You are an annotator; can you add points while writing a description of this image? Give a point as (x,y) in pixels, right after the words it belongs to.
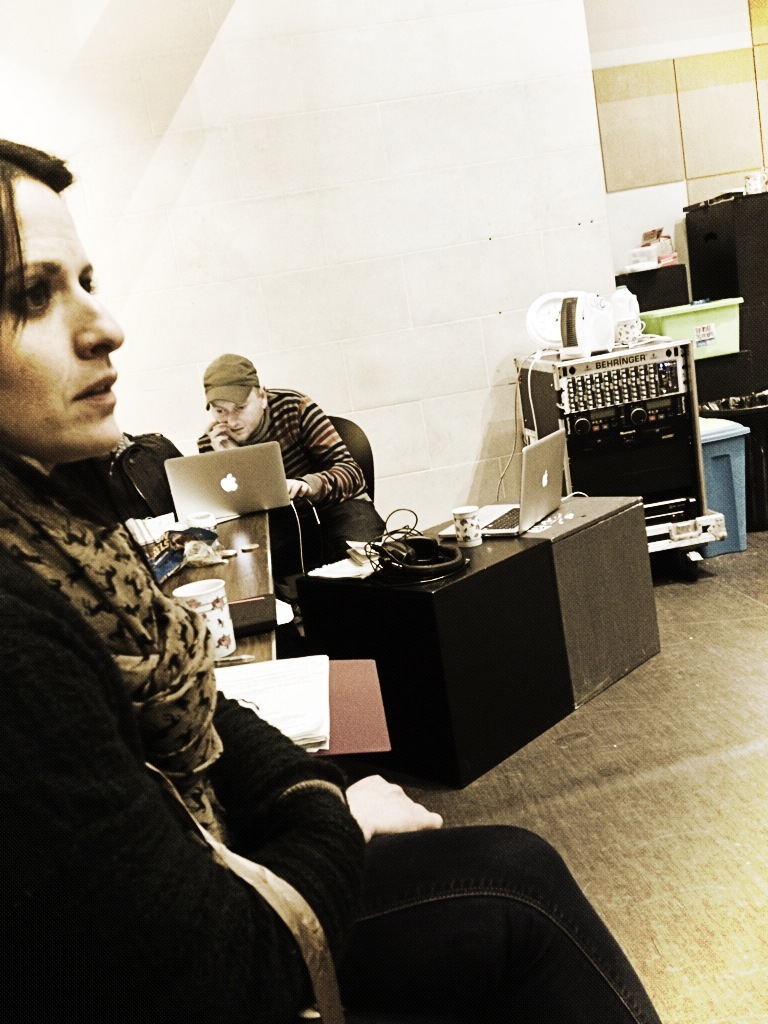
In this picture we can see a woman (248,783) is sitting on a chair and one man (321,473) is next to her sitting on a chair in between them there is a table (329,583) on the table (256,588) we have laptops (261,496) papers (359,557) books (268,608) and some cups (227,608) the corner of the image we can see the sound system (641,442).
